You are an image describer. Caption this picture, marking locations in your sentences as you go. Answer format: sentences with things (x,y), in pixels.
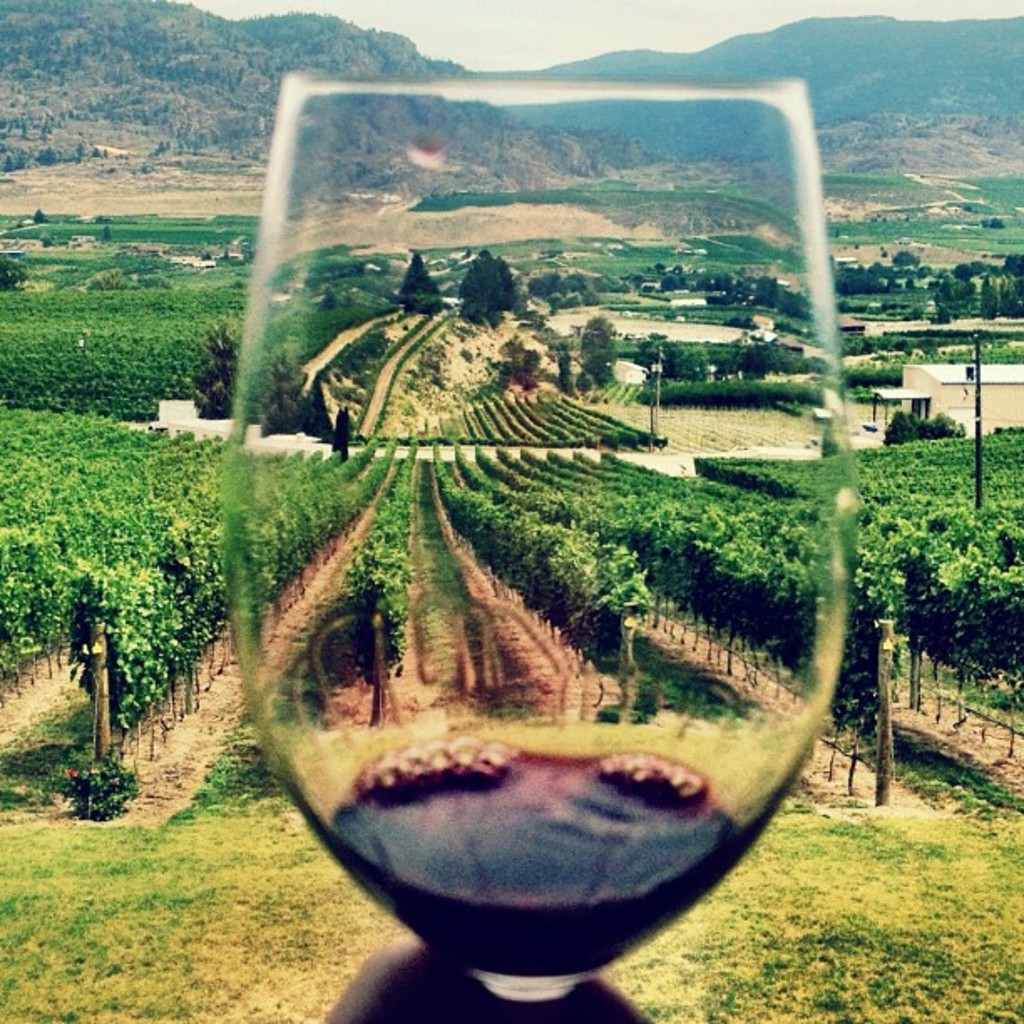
In the foreground of the image (606,941) we can see a person (519,1011) holding a glass (683,805) in his hand (603,997). In the background (79,586), we can see group of plants (894,424), building (933,392) with shed (914,410), group of trees (893,438), mountains (938,104) and the sky (532,36).
